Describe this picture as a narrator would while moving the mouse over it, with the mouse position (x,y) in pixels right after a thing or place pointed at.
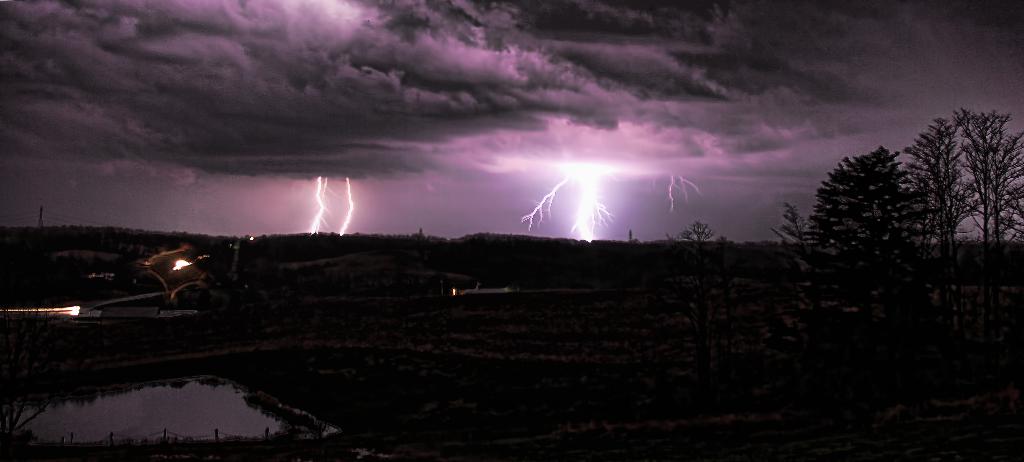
This is a dark picture, we can see some trees (897,289), we can see water (80,425), at the top (429,98) we can see the sky (455,68).
